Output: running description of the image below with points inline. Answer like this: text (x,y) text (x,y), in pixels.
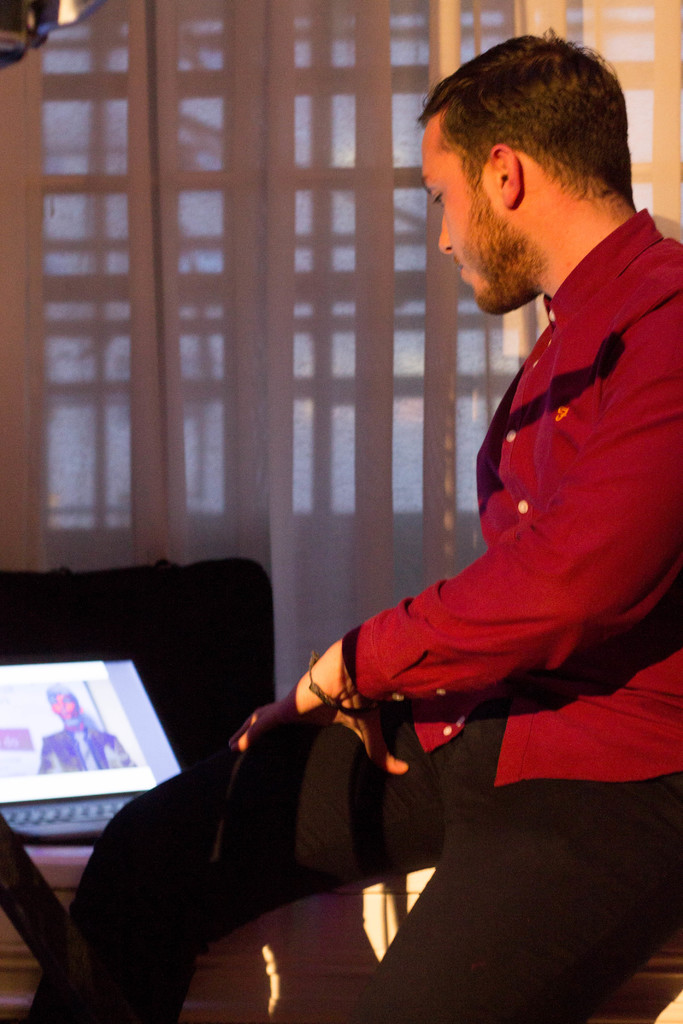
There is a man (348,742) sitting, in front of this man (151,860) we can see laptop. In the background (191,528) we can see window (275,299) and curtain (272,339).
